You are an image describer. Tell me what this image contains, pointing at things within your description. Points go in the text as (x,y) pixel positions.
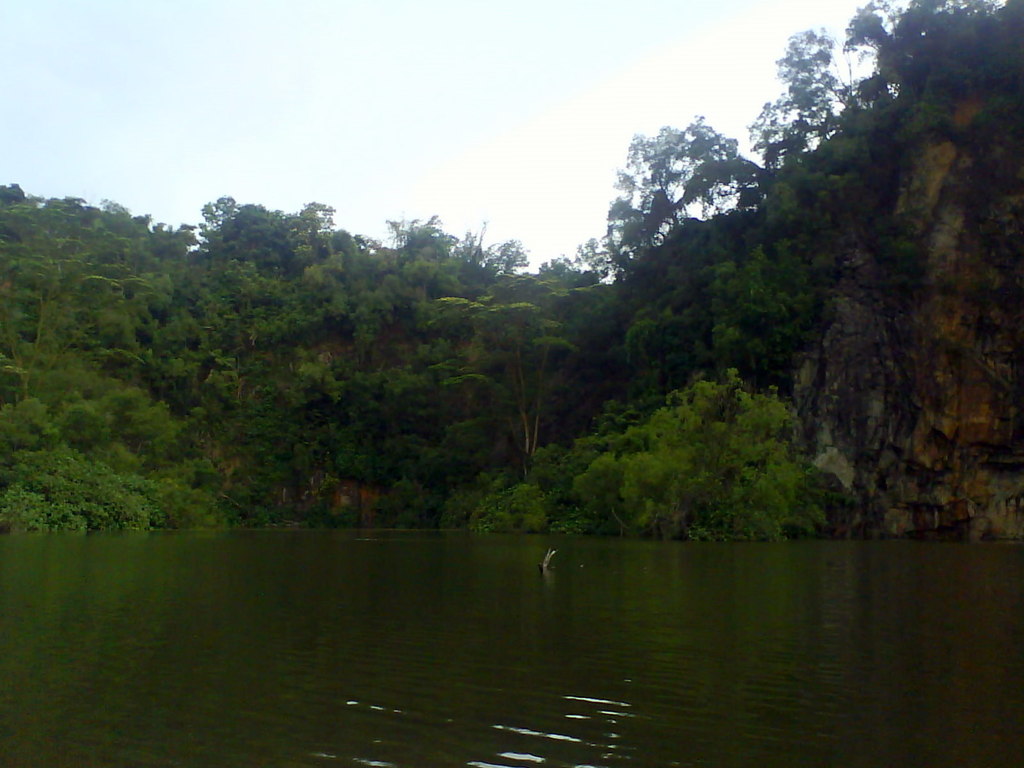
In the background (673,68) we can see the sky (673,68). In this picture we can see trees (710,194), plants (344,442) and water (652,764). On the right side of the picture (907,330) we can see a hill (946,354).
